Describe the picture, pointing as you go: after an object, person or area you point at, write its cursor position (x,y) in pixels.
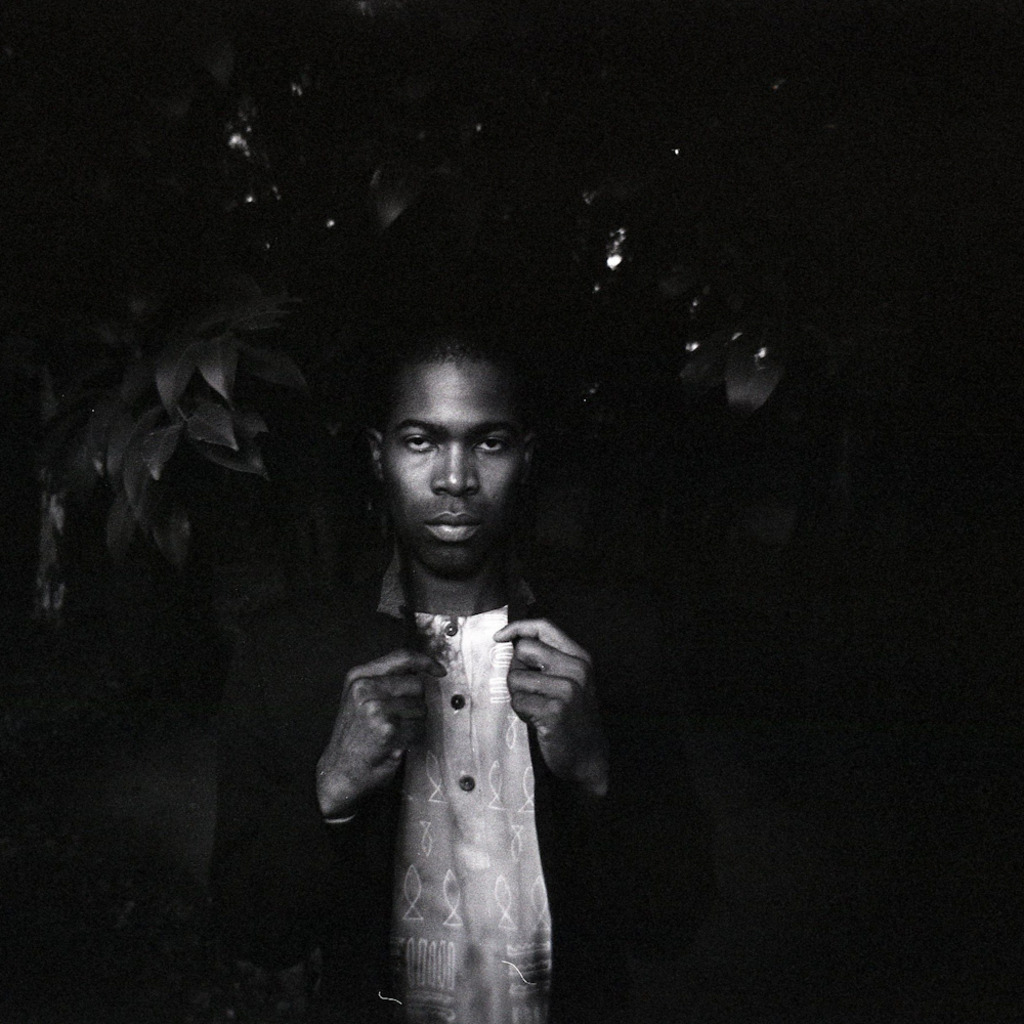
This is black and white images, we can see a person (402,491), tree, and the dark background (588,329).
